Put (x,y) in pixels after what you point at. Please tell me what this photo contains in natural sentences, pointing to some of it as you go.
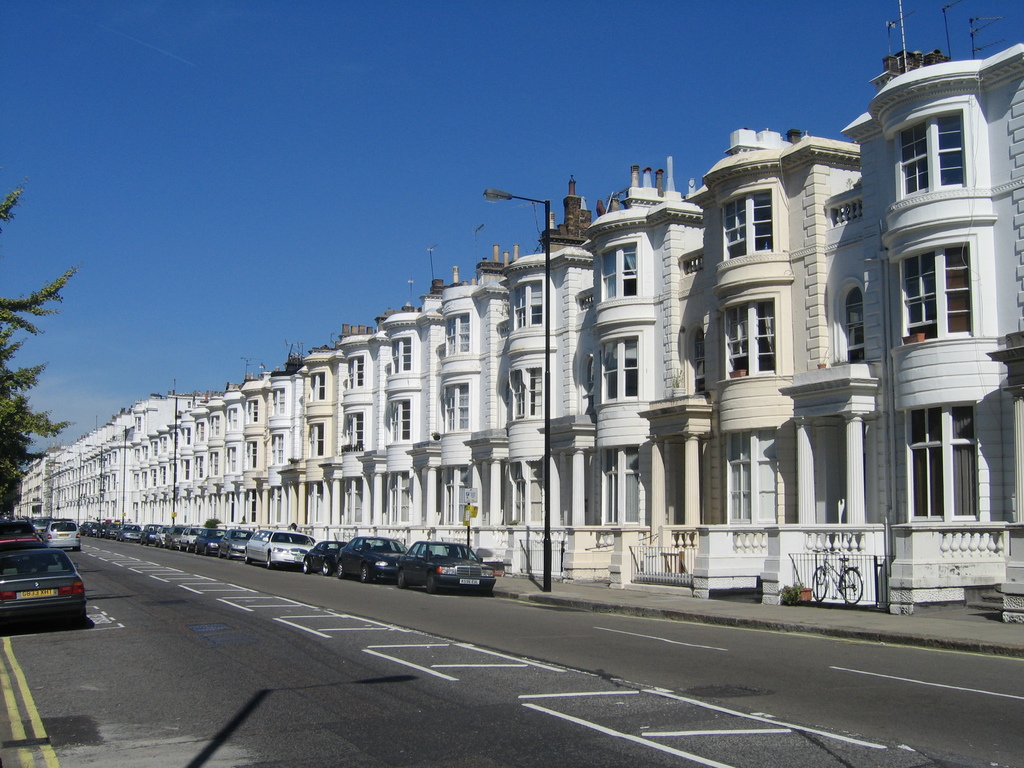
As we can see in the image there are buildings (574,370), street lamp (548,280), windows (615,494), vehicles (354,568), tree (10,479) and sky (449,142).
